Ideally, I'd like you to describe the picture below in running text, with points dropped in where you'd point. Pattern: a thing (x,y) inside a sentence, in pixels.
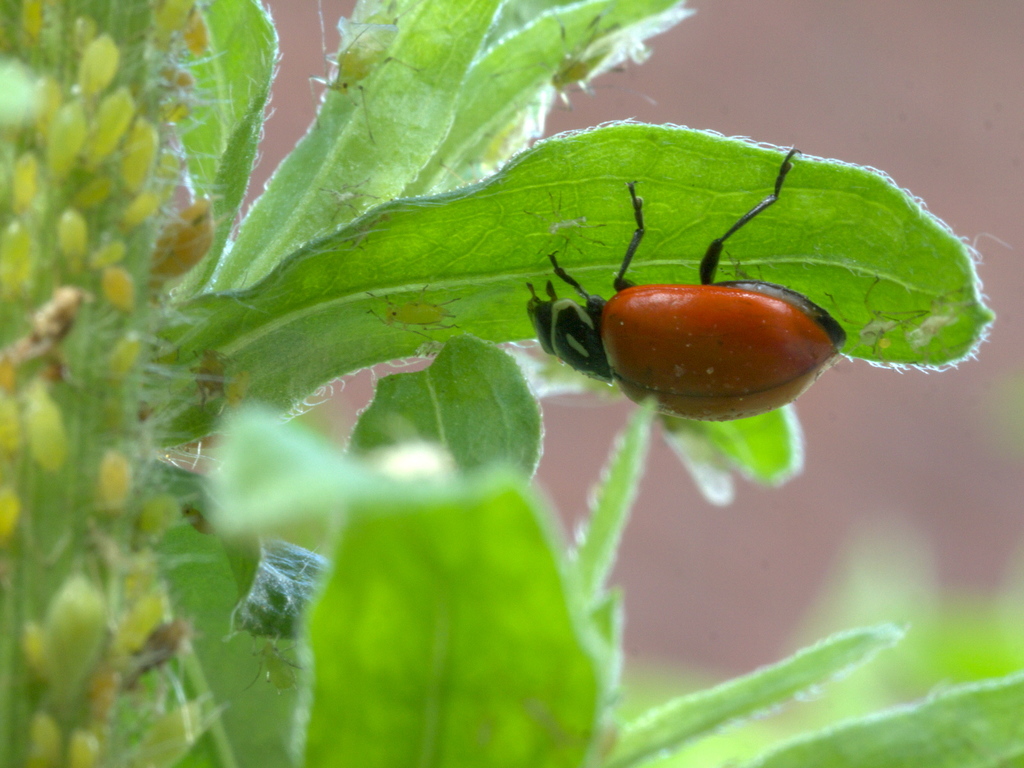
In this picture we can see insect (702,316) on green leaves (371,425). In the background of the image (818,131) it is pink.
